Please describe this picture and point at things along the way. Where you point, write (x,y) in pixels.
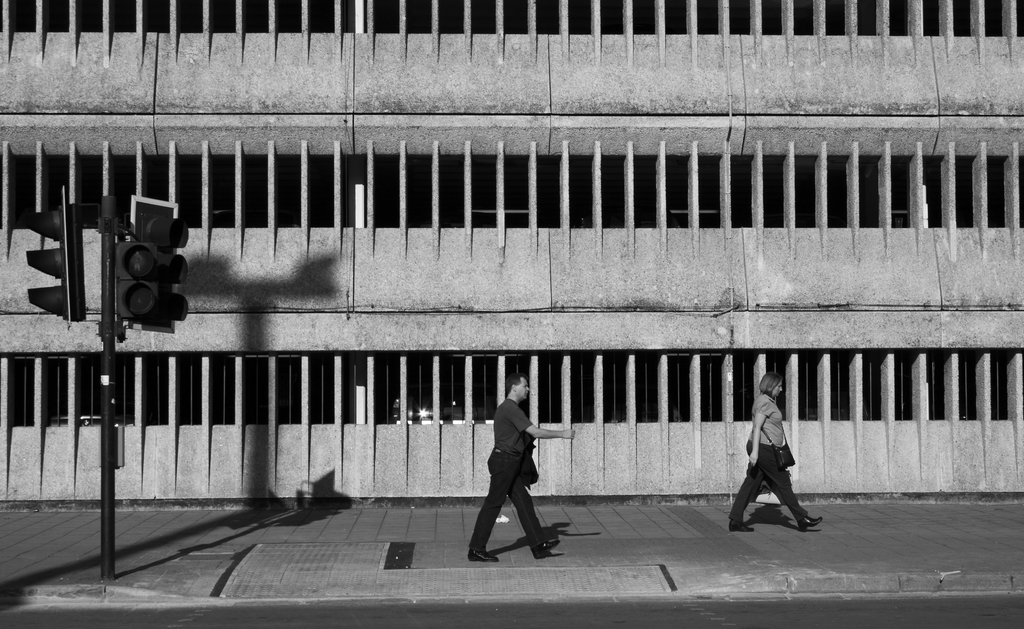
This is a black and white image where I can see a man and woman (813,526) are walking on the sidewalk (466,563). On the left side of the image (161,238) I can see traffic signal poles (137,284) and in the background (602,327), I can see a building (615,336).
